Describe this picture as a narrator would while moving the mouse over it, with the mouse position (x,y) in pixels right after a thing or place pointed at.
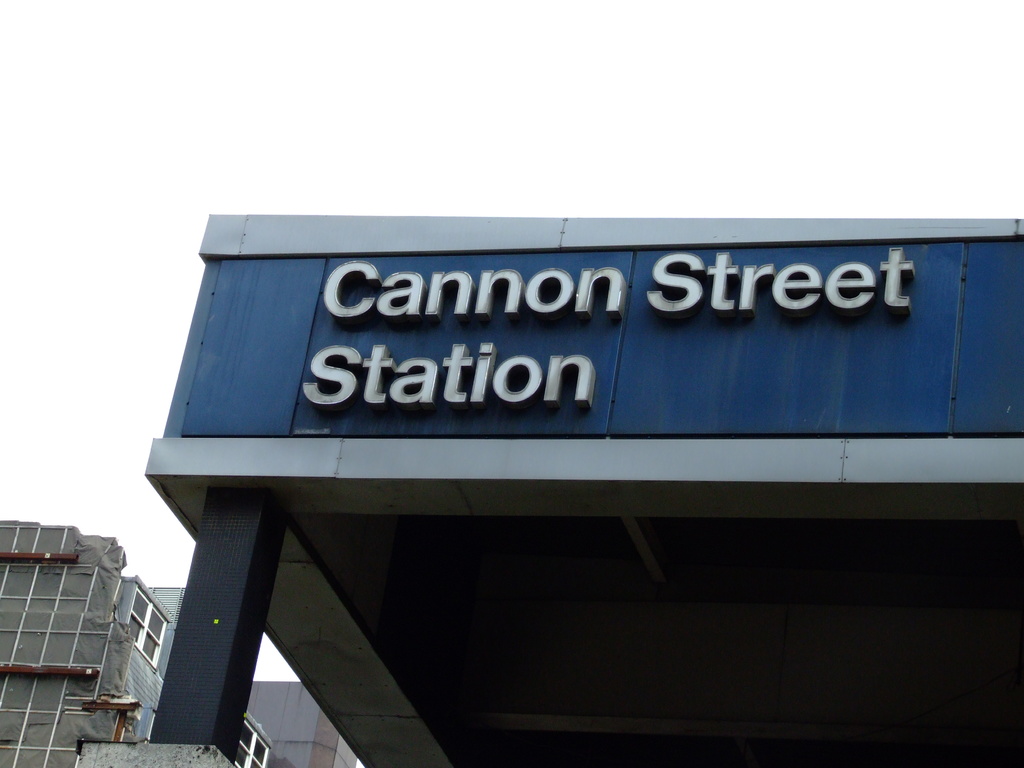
In this image we can see buildings (206,496) and sky (307,136).
